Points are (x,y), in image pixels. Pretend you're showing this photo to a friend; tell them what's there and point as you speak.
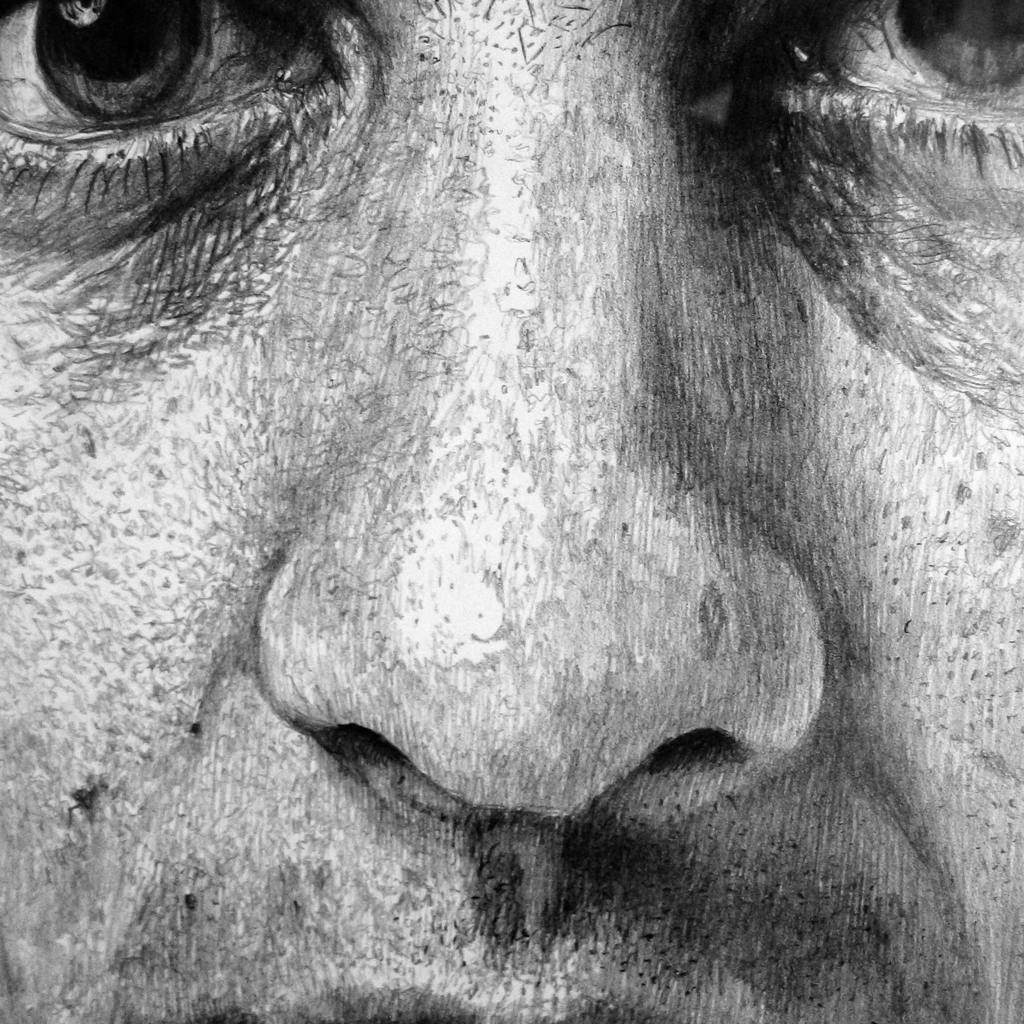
In this image we can see the face (339,645) of a person (352,658).
